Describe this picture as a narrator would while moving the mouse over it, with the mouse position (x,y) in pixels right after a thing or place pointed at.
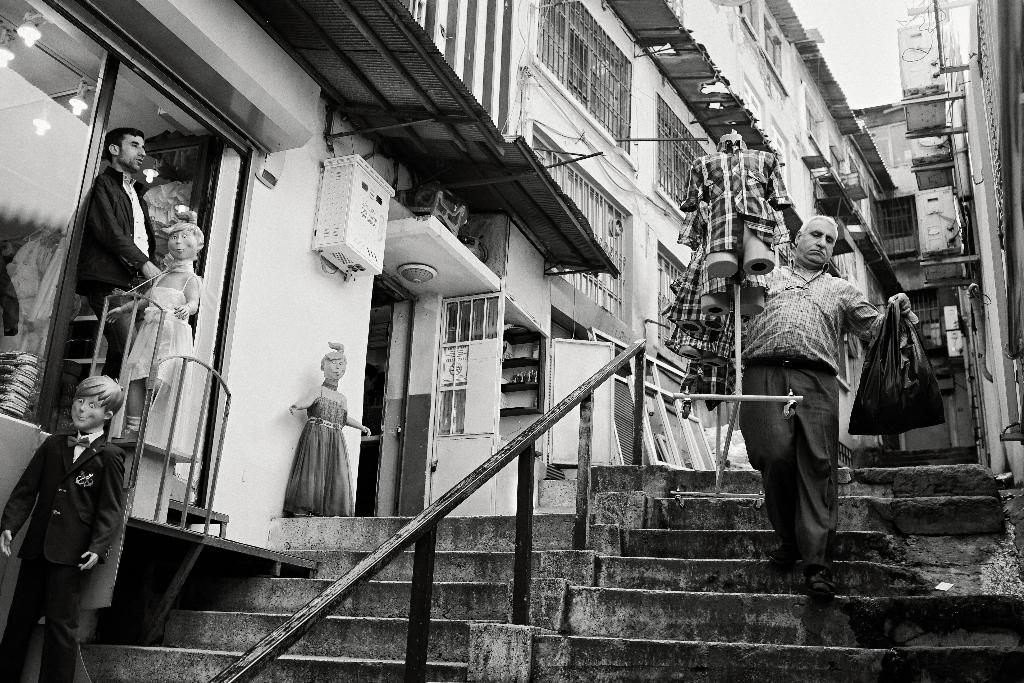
In this picture we can see stairs (690,572) at the bottom (554,544), on the left side (268,430) we can see mannequins (107,412), there are buildings (644,111) in the background (743,77), we can see grills (613,114) here, on the left side (10,145) there is glass (27,135), we can see a person (787,373) here.
